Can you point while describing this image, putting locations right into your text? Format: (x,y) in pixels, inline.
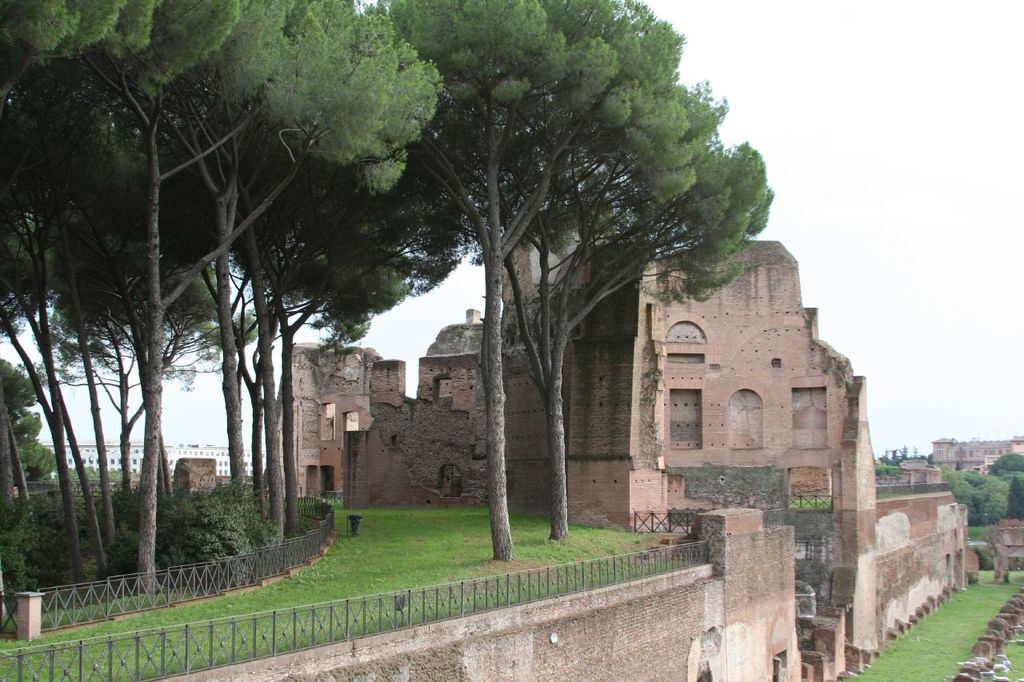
The picture consists of trees (246,234), plants (181,553), railing (550,584), grass (945,629) and a castle (451,461). Sky (848,224) is cloudy.
